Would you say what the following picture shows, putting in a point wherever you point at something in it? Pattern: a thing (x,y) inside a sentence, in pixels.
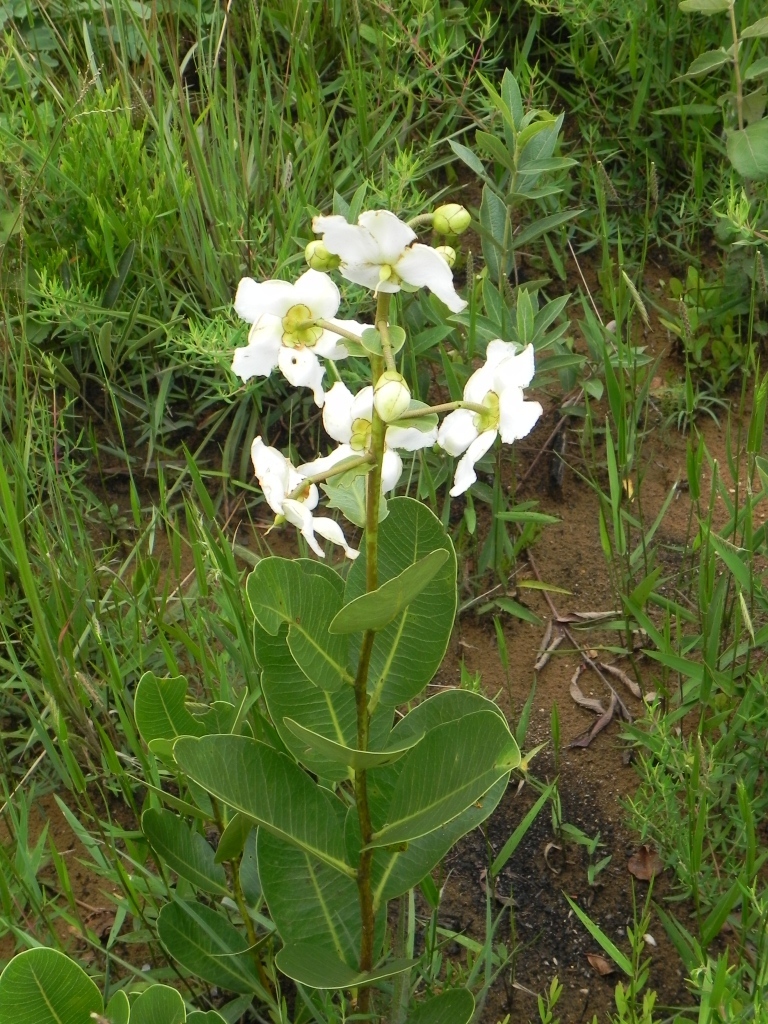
In this picture, we see a plant (360,777) which has buds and flowers (387,445). These flowers (319,232) are in white color. In the background (107,171), we see the grass (498,115) and the soil (572,448).
